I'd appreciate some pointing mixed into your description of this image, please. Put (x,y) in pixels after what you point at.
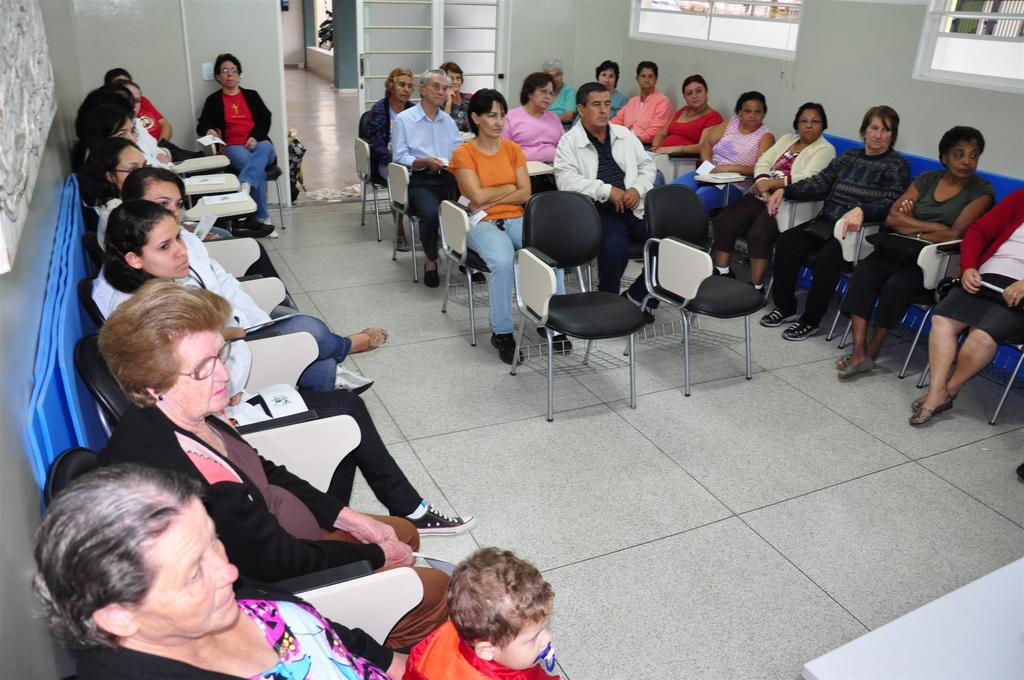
In this image, we can see people (297,515) sitting on the chairs (254,433) and in the background (311,52), there are windows (730,27) on the wall (847,65) and at the bottom (674,476), there is floor (722,485).
